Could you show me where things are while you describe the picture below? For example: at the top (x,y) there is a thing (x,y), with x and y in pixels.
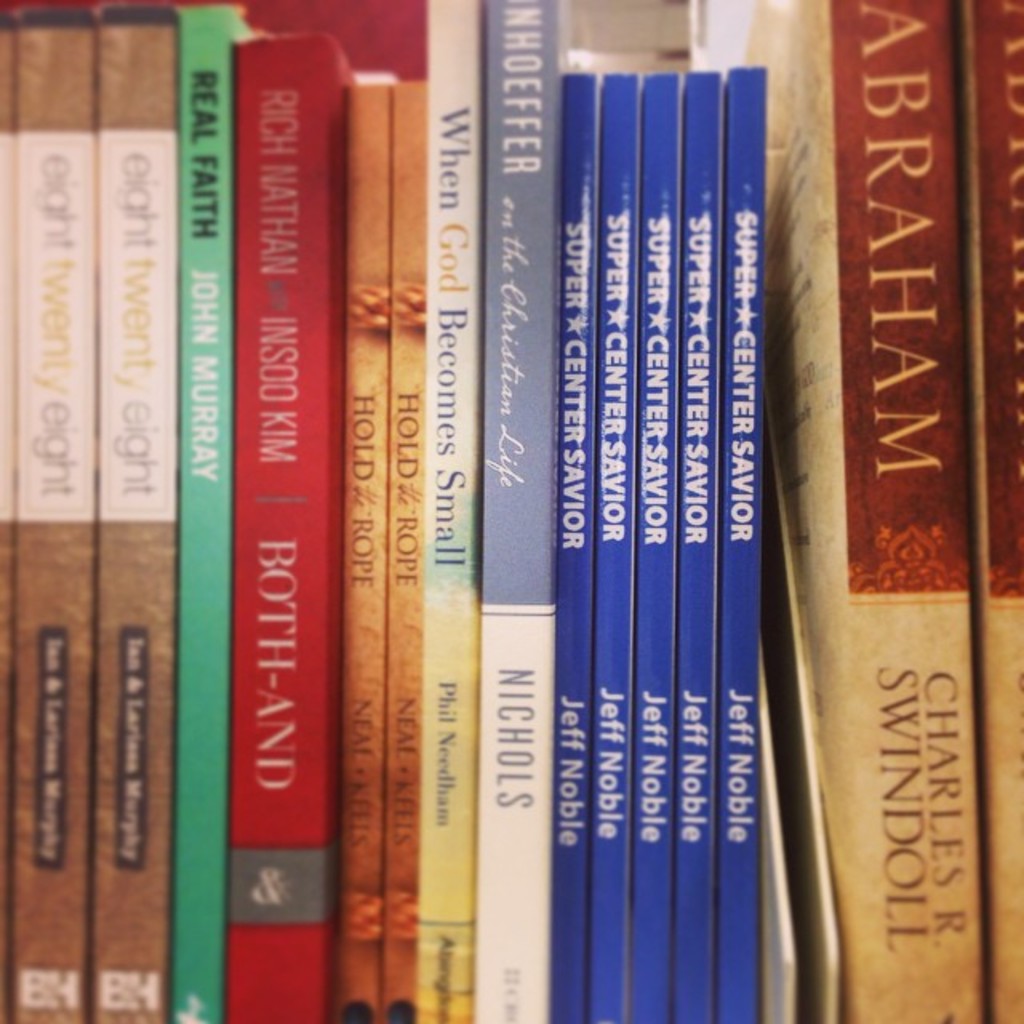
In this image, we can see there are books (343,524) arranged. Which are having posters (307,261), on which there are texts (287,395) and other designs (103,225).
